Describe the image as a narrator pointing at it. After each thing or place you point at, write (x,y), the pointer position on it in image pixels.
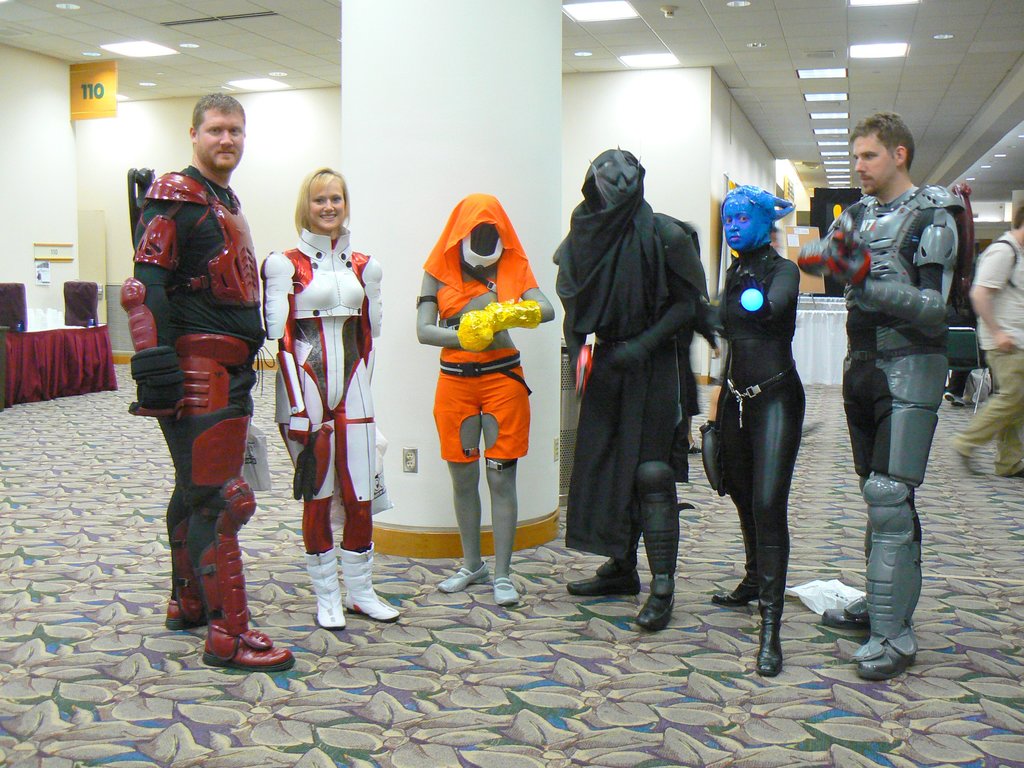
In the foreground of this image (380,559), there are persons (227,520) standing on the floor (855,538). In the background (447,99), there is a pillar (491,65), lights (859,45) to the ceiling (801,65), wall (177,144), few objects (38,320) on the table (54,361), a man (992,351) walking on the floor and few objects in the background (1002,240).
